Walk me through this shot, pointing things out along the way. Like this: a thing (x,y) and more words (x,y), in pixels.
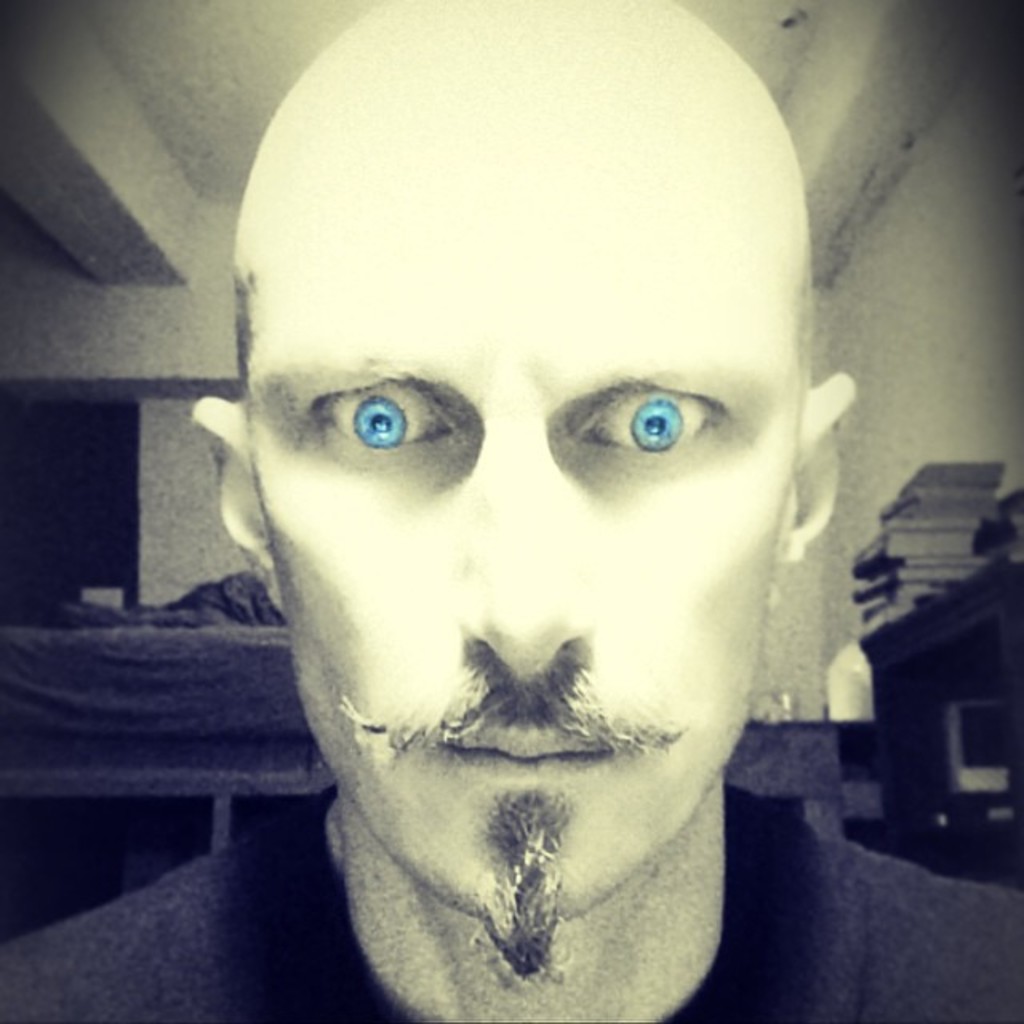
In the image there is a man (789,1012) standing, this is a black and white picture, he had blue eyes (393,420) and bald head (533,159), on the right side (925,587) there are some books (911,530) on a table (932,644) on background (956,586).
